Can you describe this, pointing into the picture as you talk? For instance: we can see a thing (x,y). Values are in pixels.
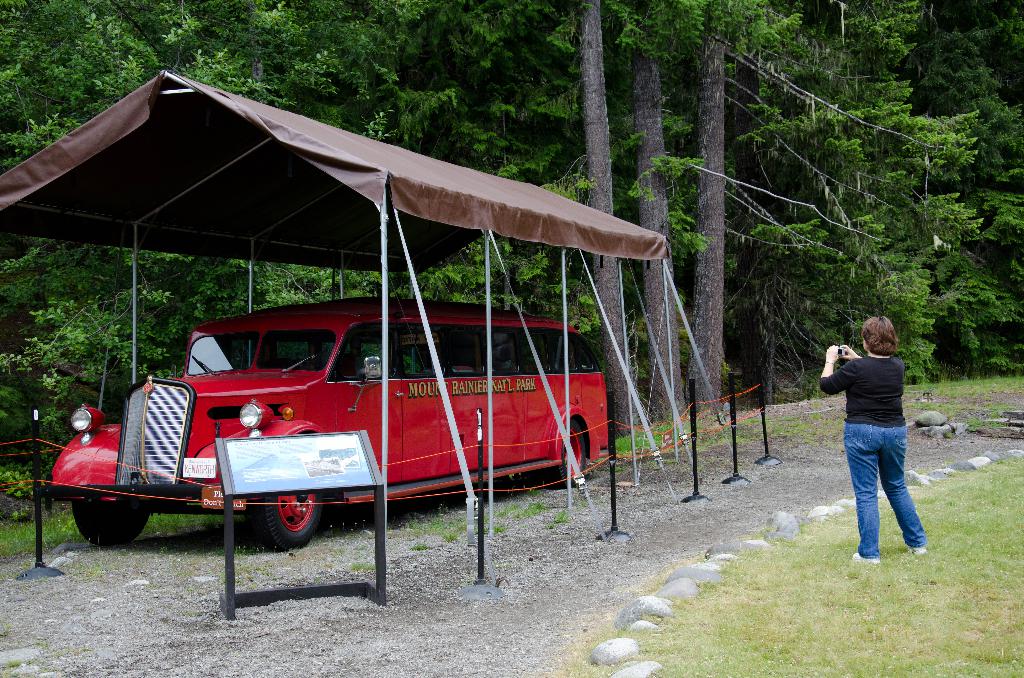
In this image there is a land (786,547) on that land (203,558) there is a car (540,321) under tent (132,175), there is a woman (862,440) standing on the land (930,541), in the background (885,176) there are trees (717,90).
